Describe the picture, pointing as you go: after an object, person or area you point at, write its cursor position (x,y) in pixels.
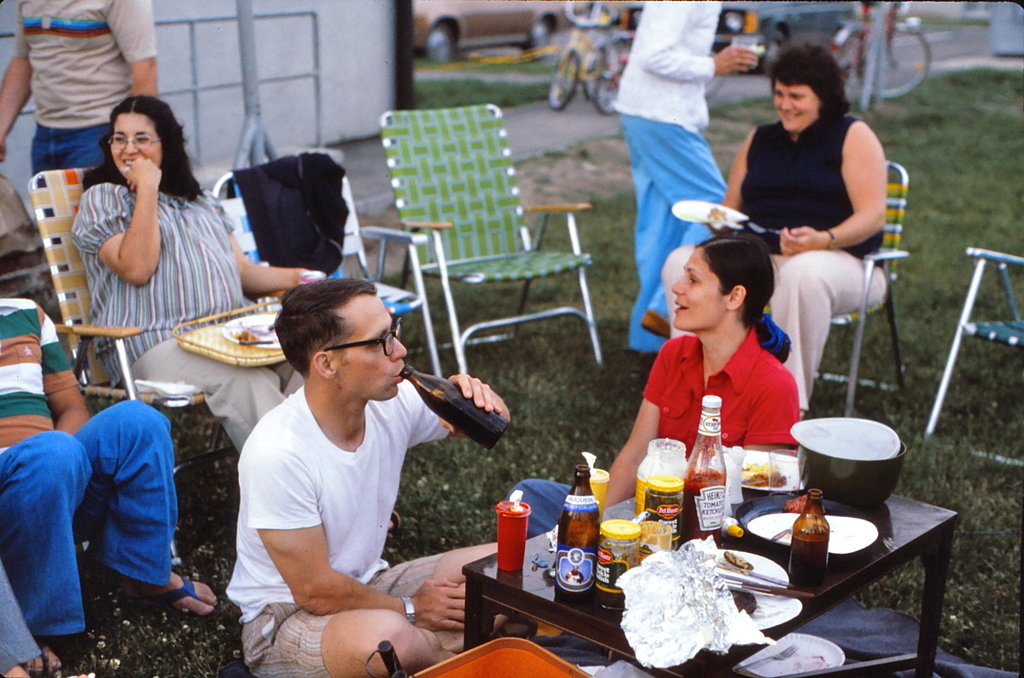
There are group of people (830,312) in the image. Two people (405,450) both men (377,461) and women (688,423) are sitting on grass (164,634), man (309,455) is holding a bottle (431,383) and drinking. On left side (183,250) we can see a woman (171,299) sitting on chair (173,383) and laughing. On right side (683,29) we can see a man (677,40) is wearing white shirt (686,55) and blue pant (686,141) holding glass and walking. On left side (109,67) we can see a man (84,30) with cream shirt (87,61) and jeans (87,149). In middle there is a table (830,566) on table (549,555) we can see a candle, bottle (575,505), sauce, jar (662,467), plate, paper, fork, bowl (812,478) and a tray (860,511). In background (348,5) there is a wall (372,16), two cars (632,19), cycles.
